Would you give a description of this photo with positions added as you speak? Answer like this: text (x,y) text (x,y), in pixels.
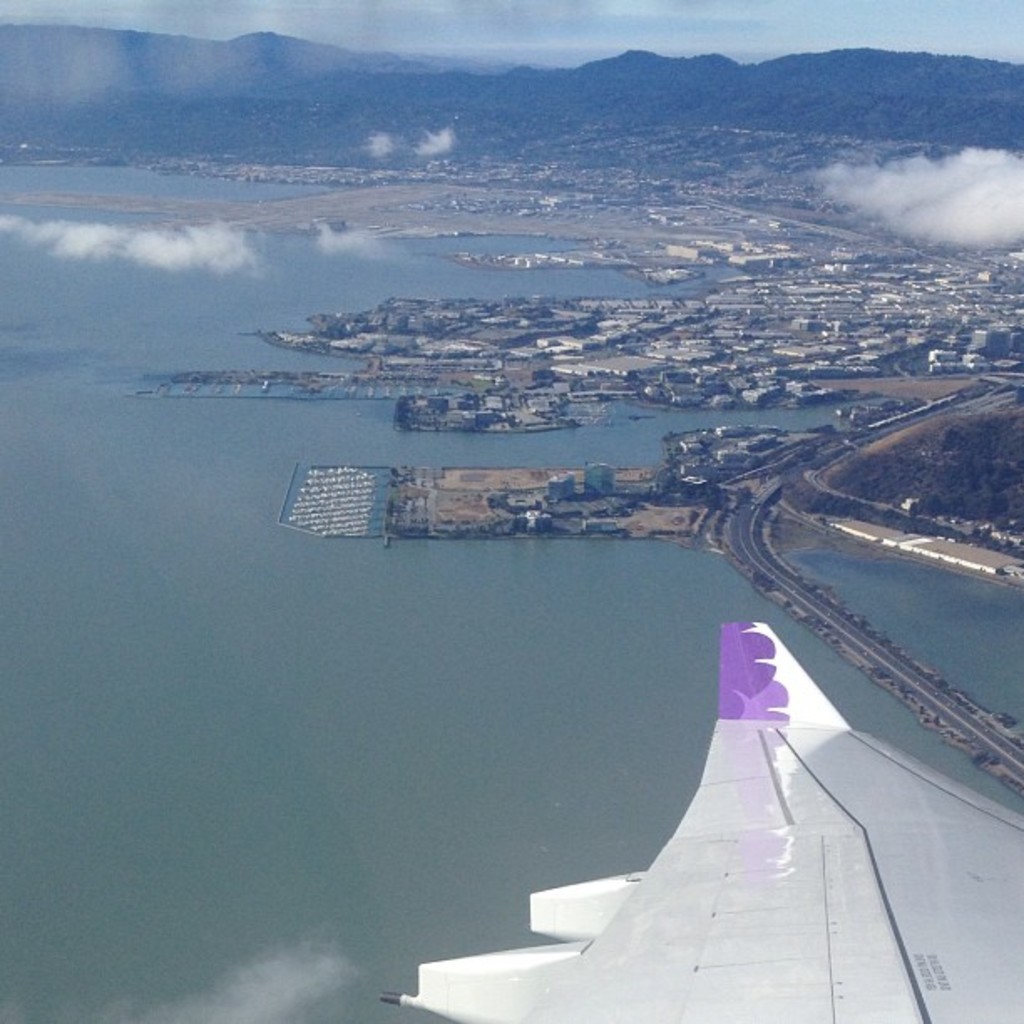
In this image we can see an aircraft's wing (754,957). There are many houses (873,319) and trees (995,465) in the image. There is a sea (246,798) in the image. There are mountains (553,124) in the image.
